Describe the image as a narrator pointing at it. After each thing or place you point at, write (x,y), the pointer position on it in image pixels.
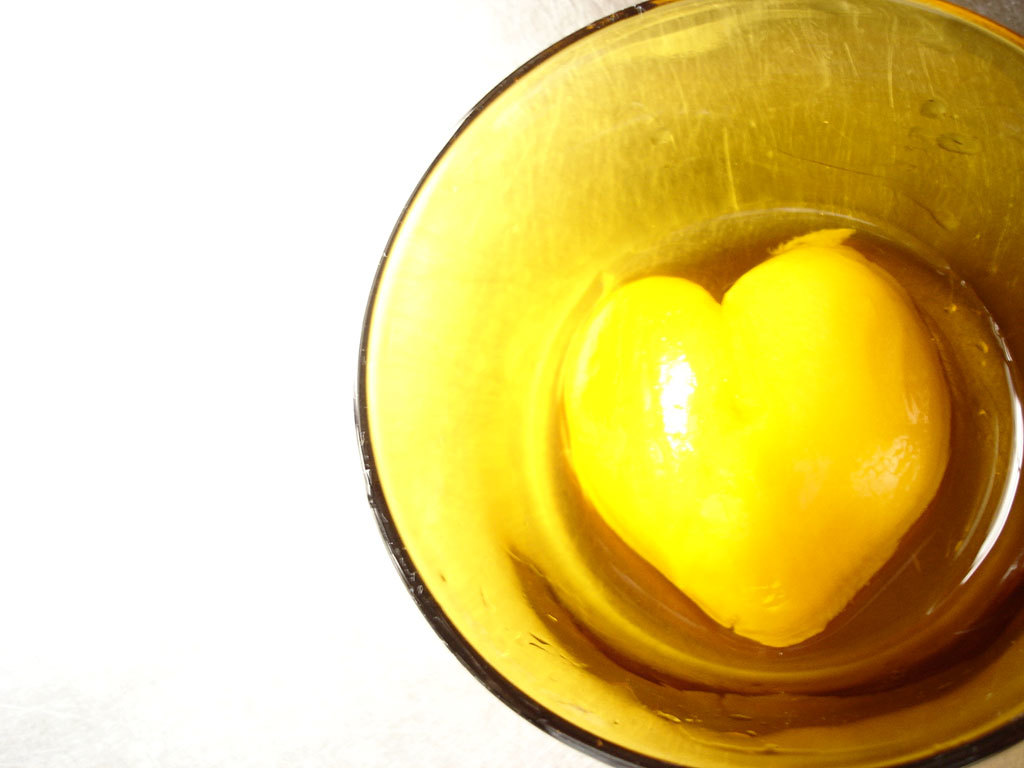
In this image we can see a bowl (900,97) containing food (793,603) placed on the surface (275,223).
